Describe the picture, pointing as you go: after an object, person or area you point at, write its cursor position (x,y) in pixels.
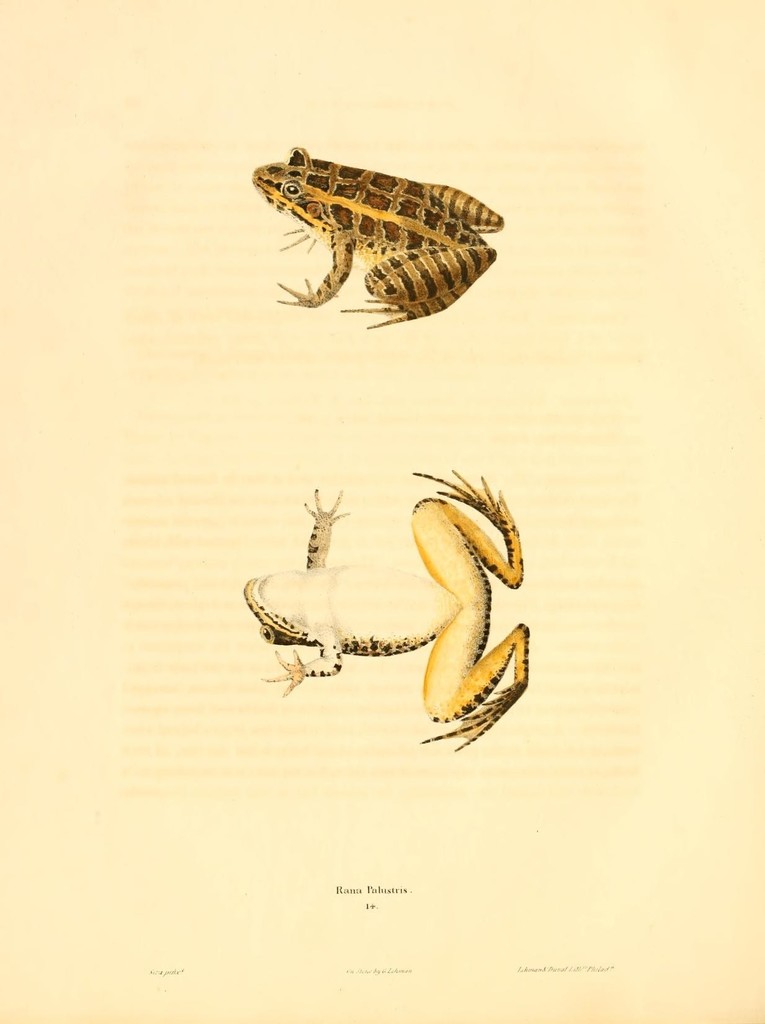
There is a poster (450,155) having two images (488,510) of a frog (487,594) and texts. And the background of this poster (413,74) is cream in color.
